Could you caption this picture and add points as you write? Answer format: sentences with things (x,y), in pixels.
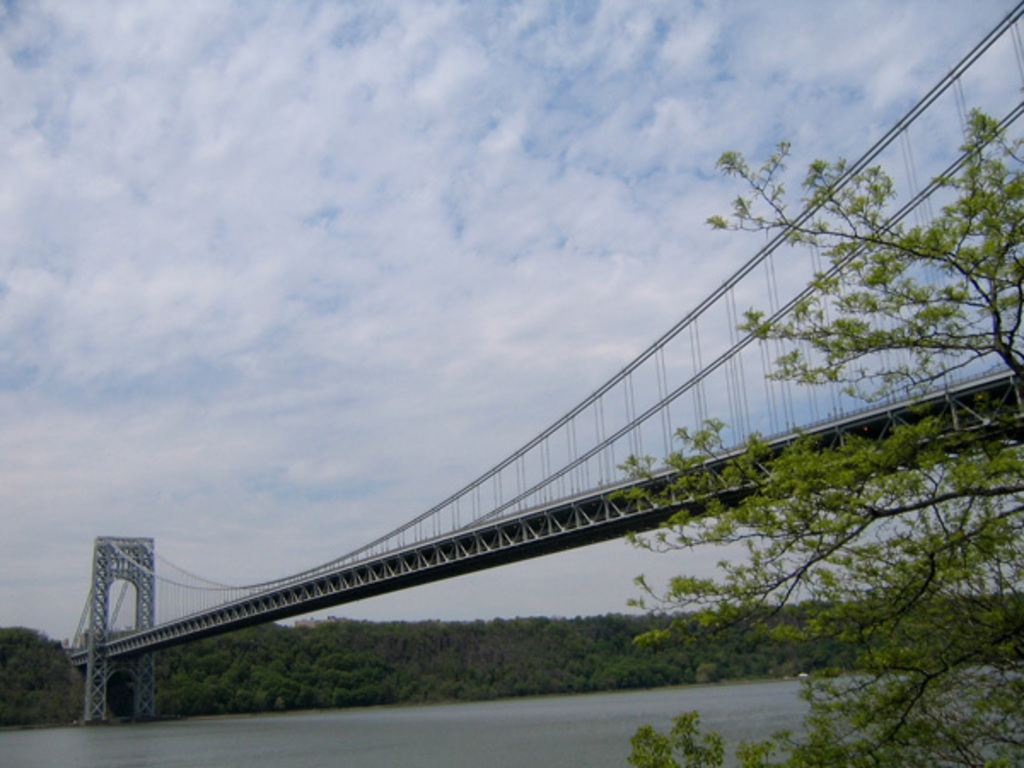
In this picture I can see water (748,719), bridge (411,569) and trees (564,649). In the background (327,361) I can see sky (273,363).
